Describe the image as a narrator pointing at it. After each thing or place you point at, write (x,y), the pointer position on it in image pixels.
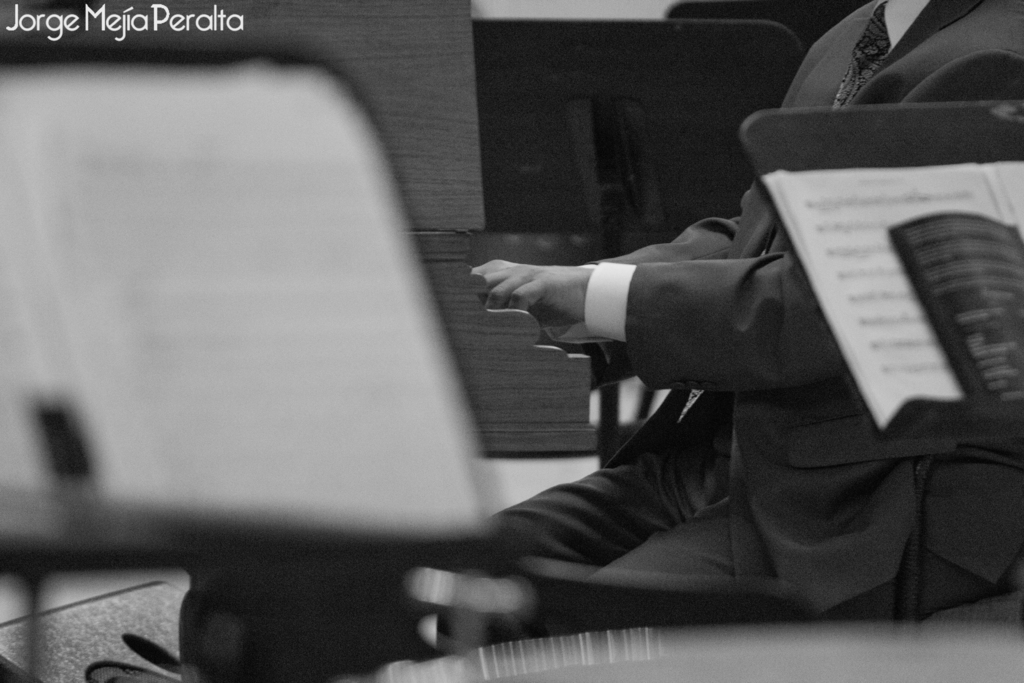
This image consists of a man (663,434) wearing a black suit (721,401) and a white shirt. On the left (205,421) and right, we can see book stands (900,432). At the bottom (495,463), there is a floor (497,482). In the background (421,193), there are wooden pieces (394,22).
